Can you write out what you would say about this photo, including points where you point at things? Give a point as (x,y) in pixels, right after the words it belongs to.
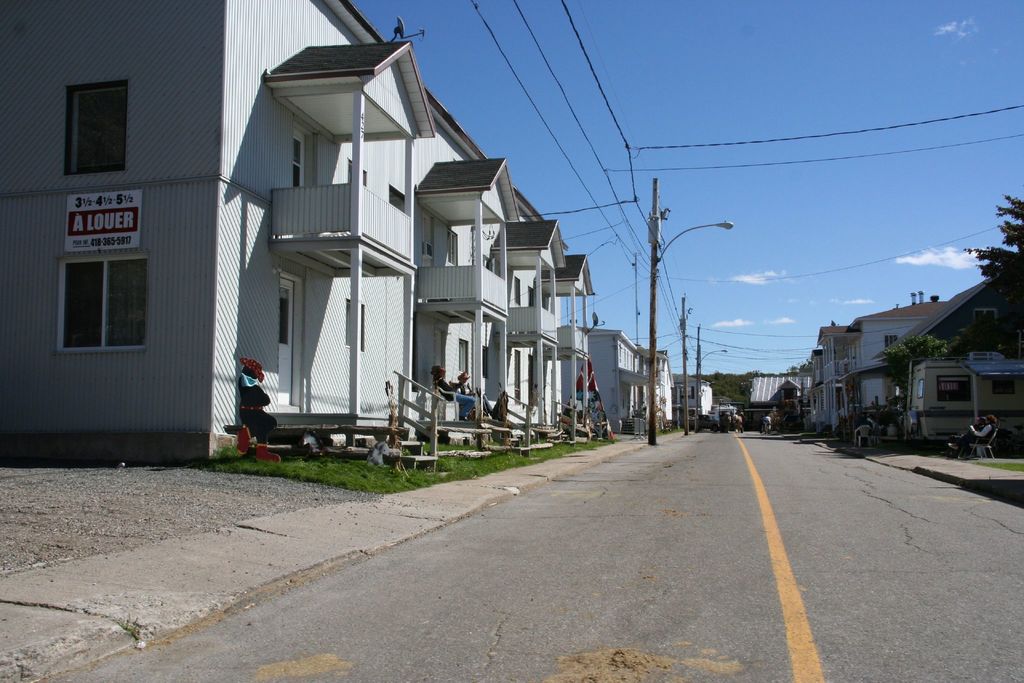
I can see a person (441,390) sitting on the chair (458,402). These are the houses (677,376) with windows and doors (295,177). This looks like a board (119,226), which is attached to the building wall (152,212). These are the current poles (654,418) and street lights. These are the wires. This looks like a tree (1010,324). I think this is the van (973,416). I can see another person (972,444) sitting on the chair (987,447).
